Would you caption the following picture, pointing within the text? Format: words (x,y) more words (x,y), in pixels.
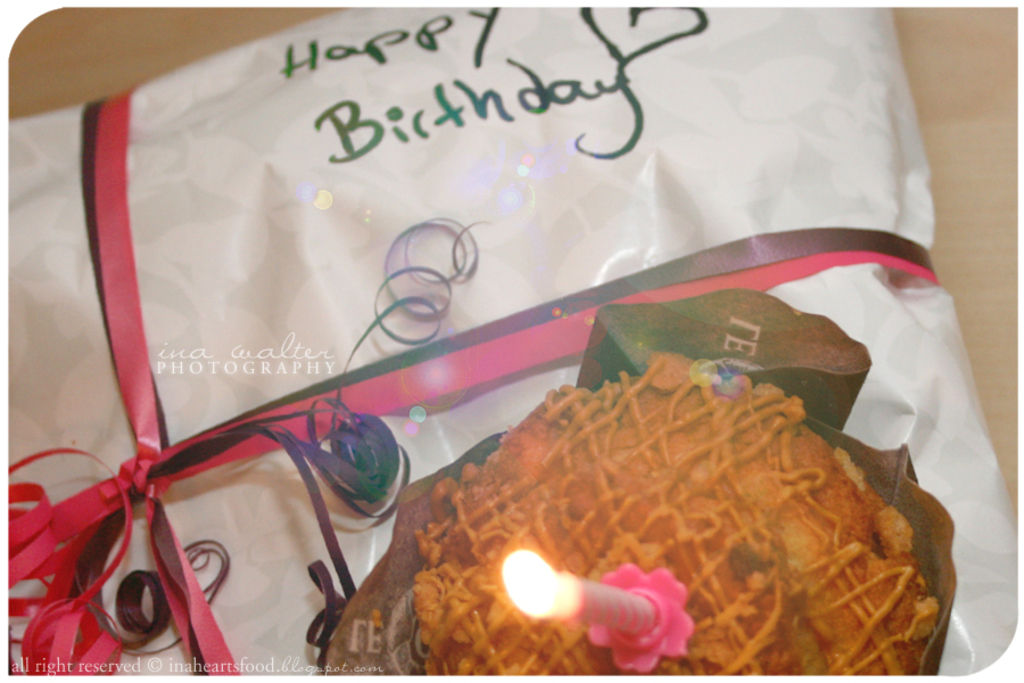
In this image we can see a gift (406,325). On the gift (518,260) there is a text (442,85) 'happy birthday' and cake (678,422). On the cake (726,613) there is a candle (626,619).
